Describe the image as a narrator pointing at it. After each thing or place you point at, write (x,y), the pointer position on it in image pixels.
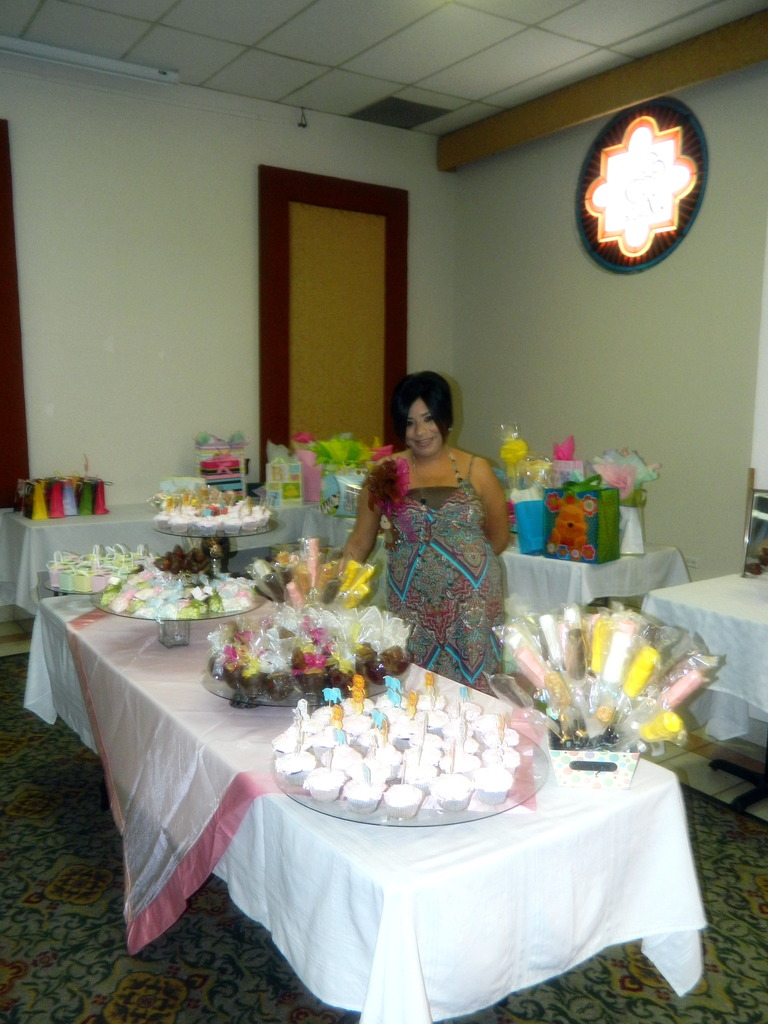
In this picture we can see woman (437,552) standing and smiling and in front of her on table (135,690) we have bowls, cake (398,711) on table (200,629) and at back of her we can see bags (550,506), toys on table (30,523) and in background (241,115) we can see wall (541,187), light (606,181), wooden plank (626,90).
